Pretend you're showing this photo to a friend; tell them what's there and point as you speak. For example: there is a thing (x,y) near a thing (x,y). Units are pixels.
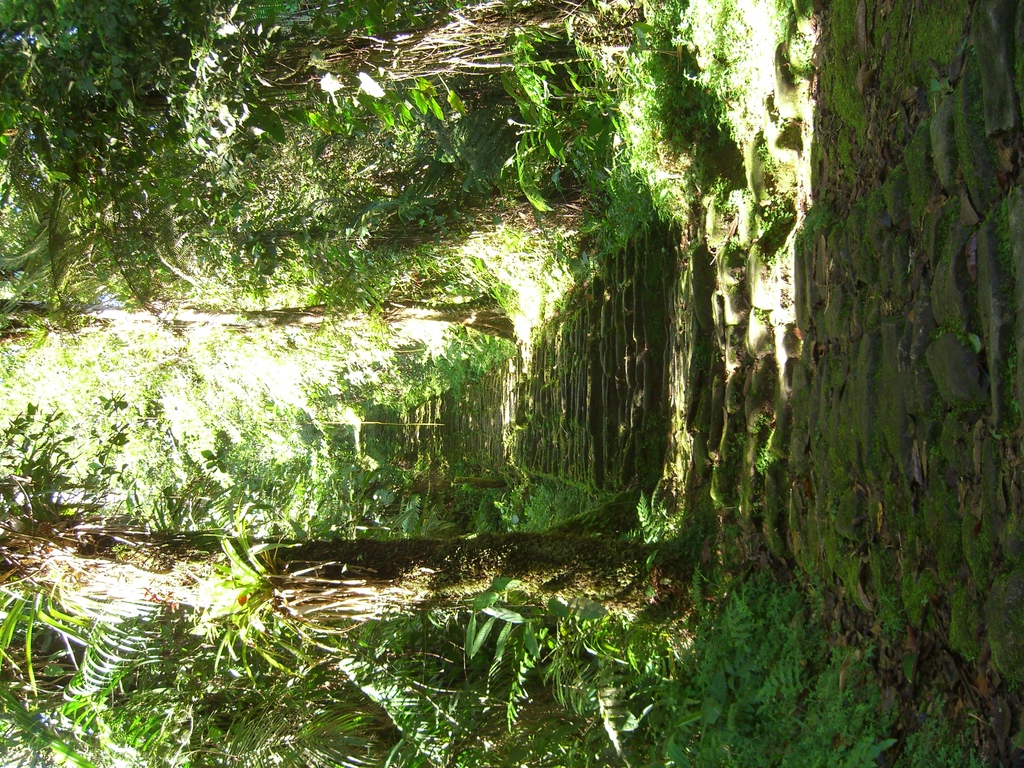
In the center of the image there are many trees (103,134).
